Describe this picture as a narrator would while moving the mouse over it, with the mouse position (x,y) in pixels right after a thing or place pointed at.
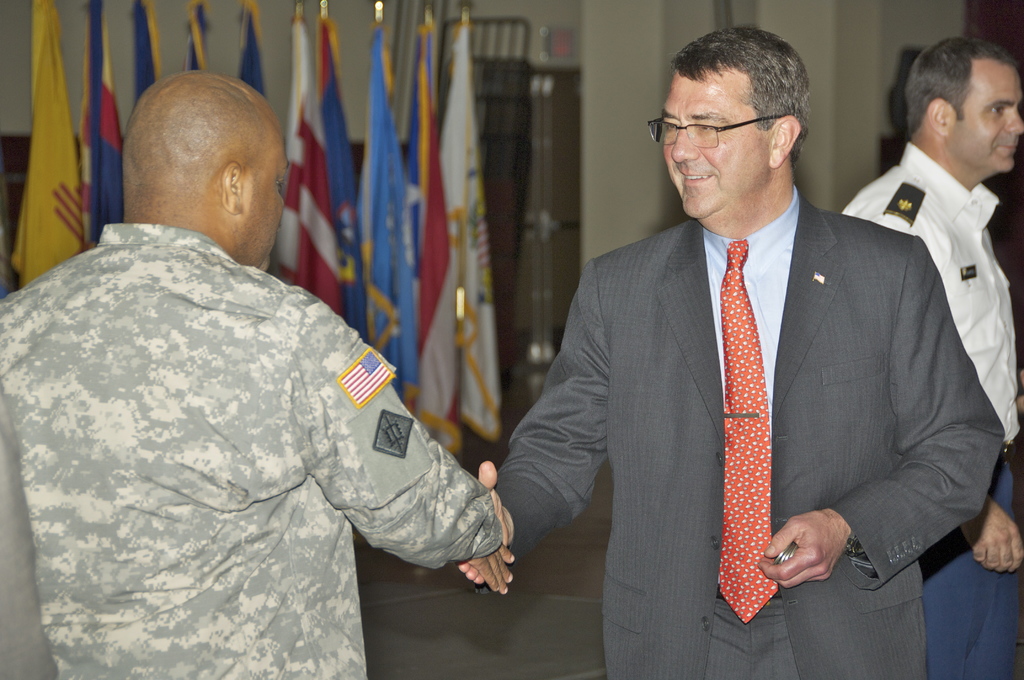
In this image in the foreground (249,276) there are two people (755,219) who are shaking hands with each other, and in the background (315,120) there is another person (956,175) and some poles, flags (450,181) and objects (522,84) and there is a wall (79,125). At the bottom (451,645) there is floor (459,628).
